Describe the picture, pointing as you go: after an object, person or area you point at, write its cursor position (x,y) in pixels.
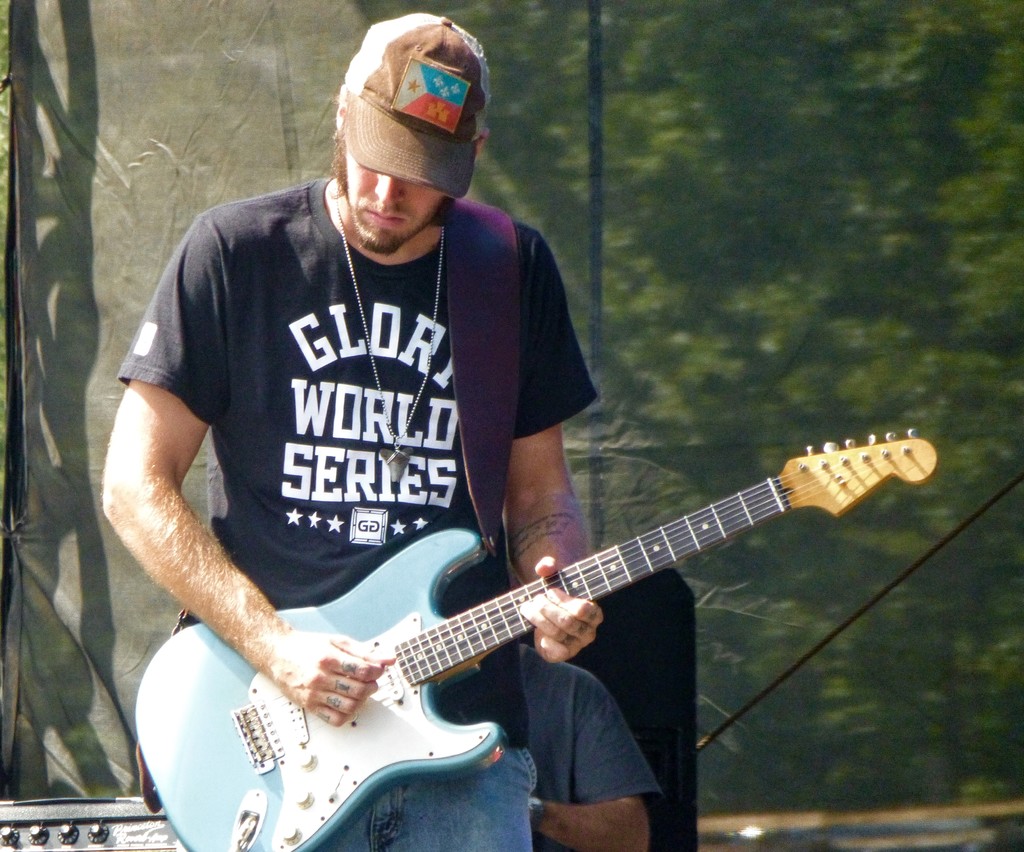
In this image we can see a man (350,387) standing by holding a guitar (258,718) in his hands (314,668) and playing it. In the background of the image (674,282) we can see few trees (792,367).
